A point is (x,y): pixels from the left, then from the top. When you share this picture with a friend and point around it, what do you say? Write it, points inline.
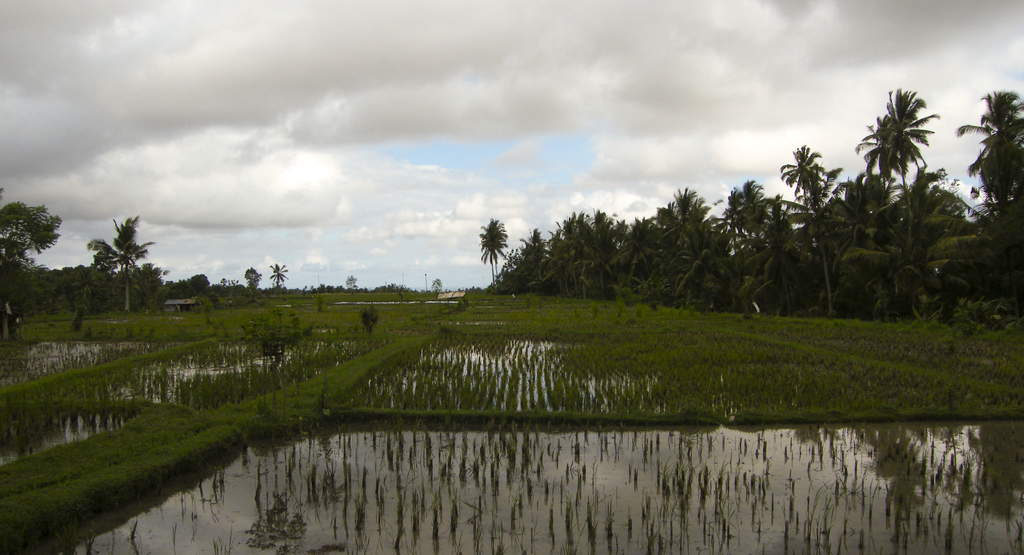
In this image there are crop fields (368,436). There are houses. Background (644,245) there are trees (836,236). Top of the image (477,93) there is sky (477,93) having clouds (502,98).
